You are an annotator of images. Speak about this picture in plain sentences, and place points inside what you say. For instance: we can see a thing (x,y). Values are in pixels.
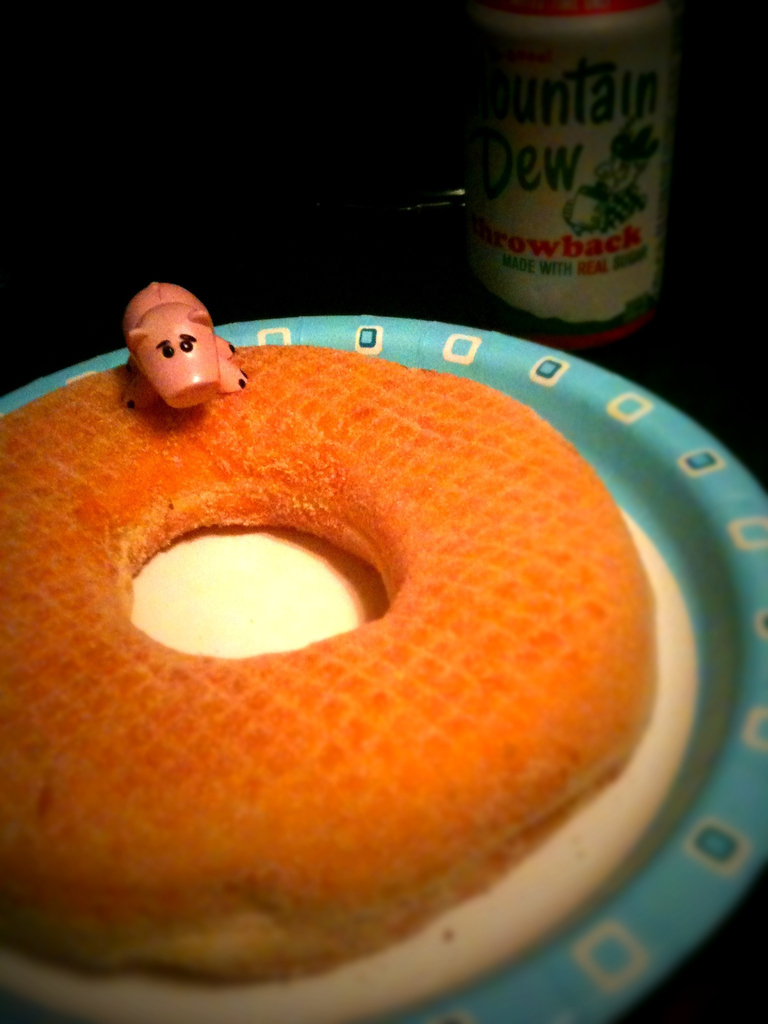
In this picture we can see a doughnut (512,496) in a plate (760,752). There is a bottle (643,90) in the background (623,289).
